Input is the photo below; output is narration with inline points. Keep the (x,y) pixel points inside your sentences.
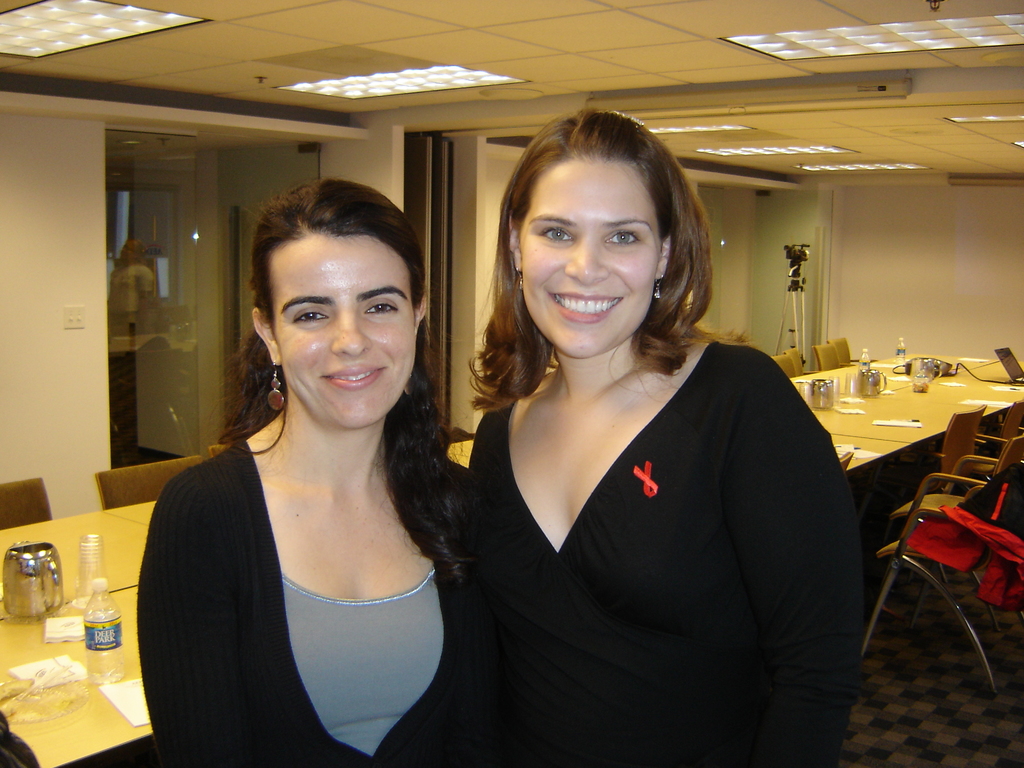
There are two ladies (430,610) standing side by side. They both are wearing black dress (256,605). Behind them there is a big table (916,396). On the table (61,532) there are jugs (821,397), bottles (102,626), tissues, chairs (131,487) and there is a window (201,283) with the glass (185,273). On the top (86,39) there are some lighting (43,25). And there is a video camera (795,266) on the corner.
